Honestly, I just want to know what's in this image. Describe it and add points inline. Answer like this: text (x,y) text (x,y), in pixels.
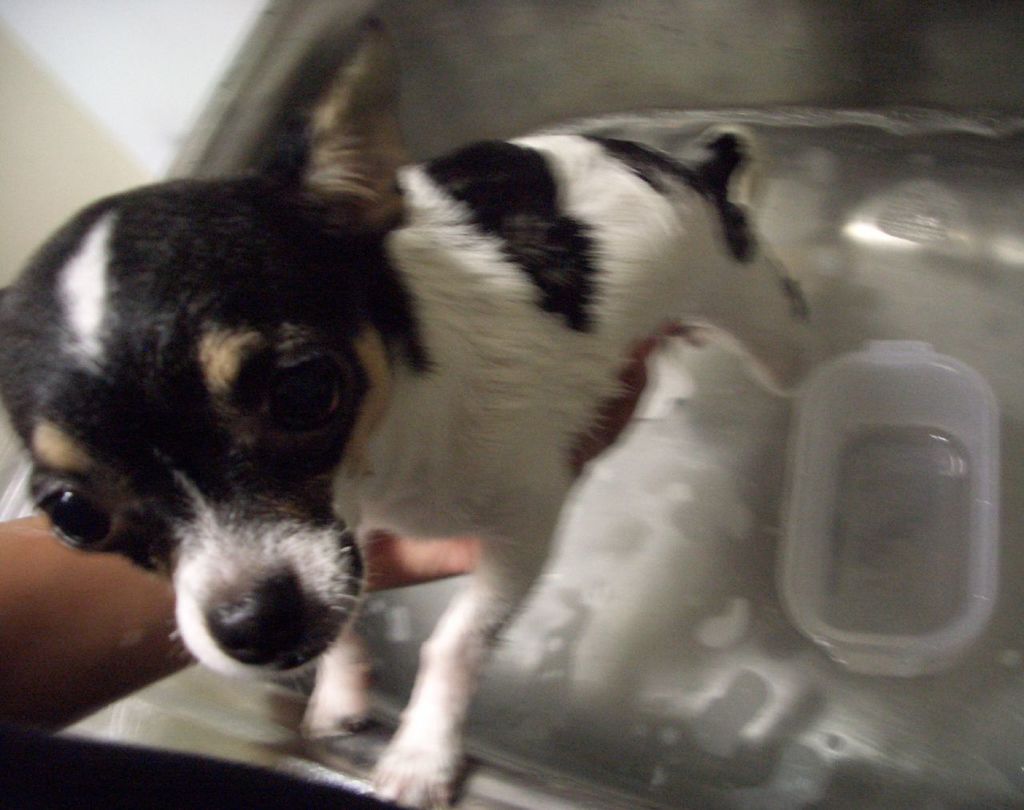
In this picture we can see a dog (513,422) and a box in the water (667,478), on the left hand side of the image (6,532) we can see a person hand (38,570).
